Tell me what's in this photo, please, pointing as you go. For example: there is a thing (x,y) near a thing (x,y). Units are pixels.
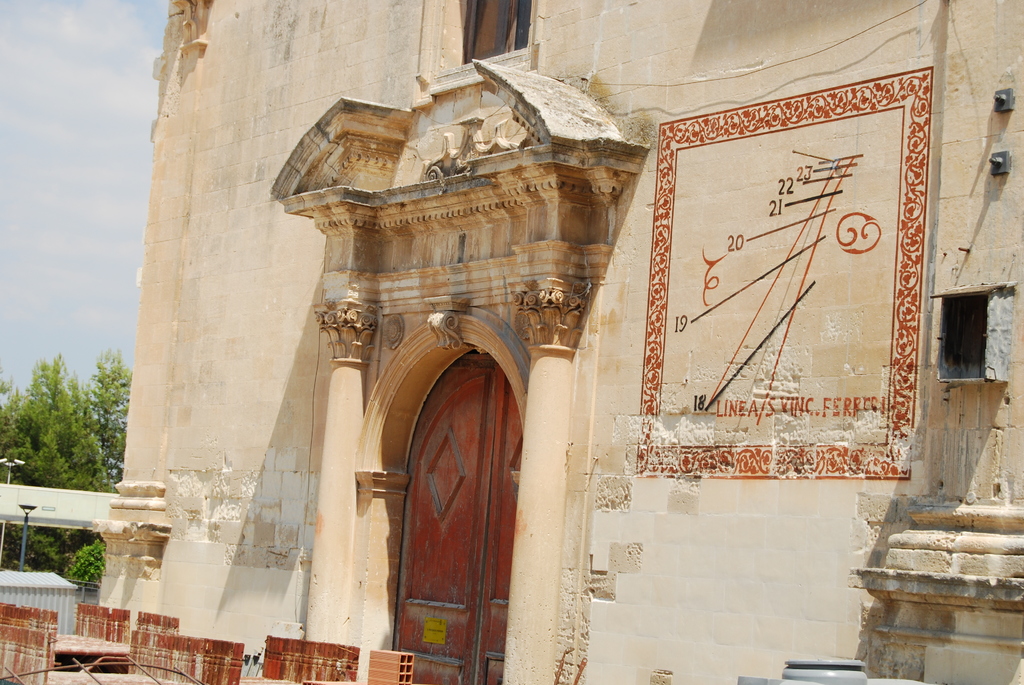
In this picture we can see a few brown objects (100,678) on the left side (18,628). There is a door (450,393) visible on a building (523,477). We can see a few numbers (698,409), text (826,402) and signs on the wall (714,502). There are a few poles (22,512) and trees (46,446) visible on the left side (56,437).
